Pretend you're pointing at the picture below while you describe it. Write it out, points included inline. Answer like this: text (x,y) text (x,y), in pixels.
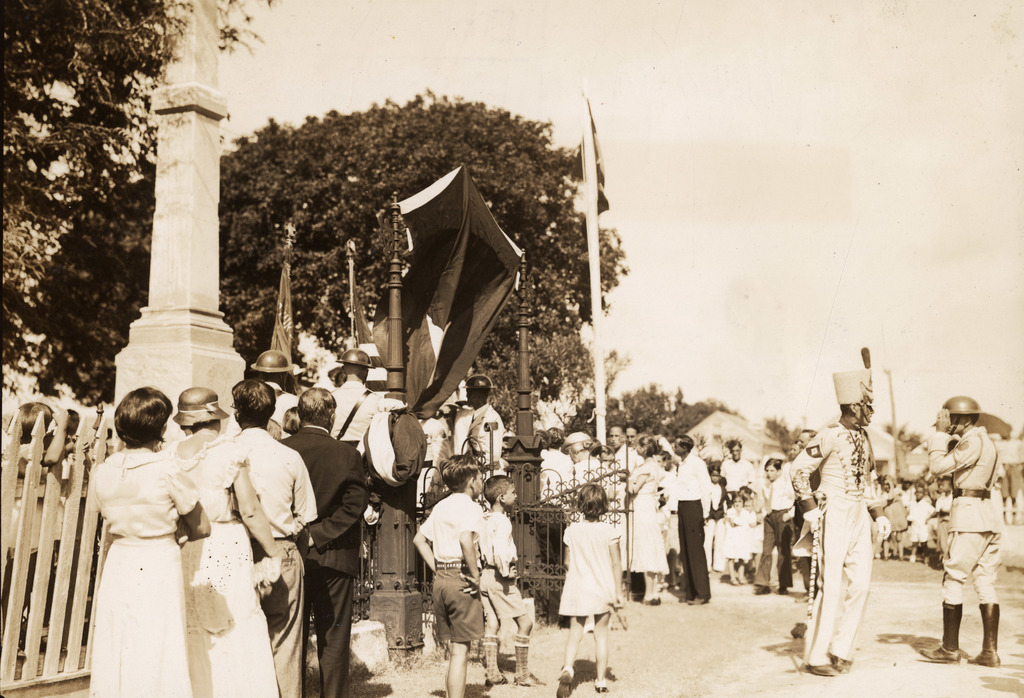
In this image we can see a black and white image. In this image we can see some persons (708,481), gate (367,527) and other objects (203,318). In the background of the image (384,186) there are trees (337,169), the sky (730,243) and other objects (208,180).
